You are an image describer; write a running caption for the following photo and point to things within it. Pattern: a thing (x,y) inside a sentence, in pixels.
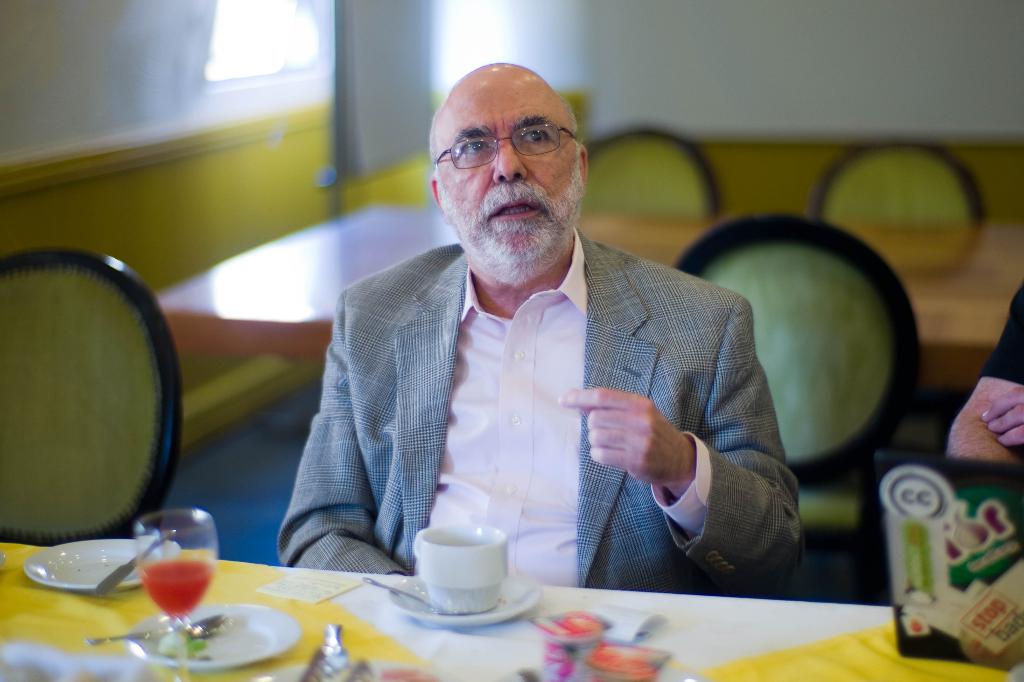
This is an image clicked inside the room (187,450). There is a man (373,426) wearing suit (386,390) and sitting beside the table (292,603). On the table (286,590) I can see a cup (460,566), saucers (73,561) and a glass (174,562). In the background (316,74) there is a wall (551,54). On the right side of the image (997,395) I can see a person's hand (993,401).
